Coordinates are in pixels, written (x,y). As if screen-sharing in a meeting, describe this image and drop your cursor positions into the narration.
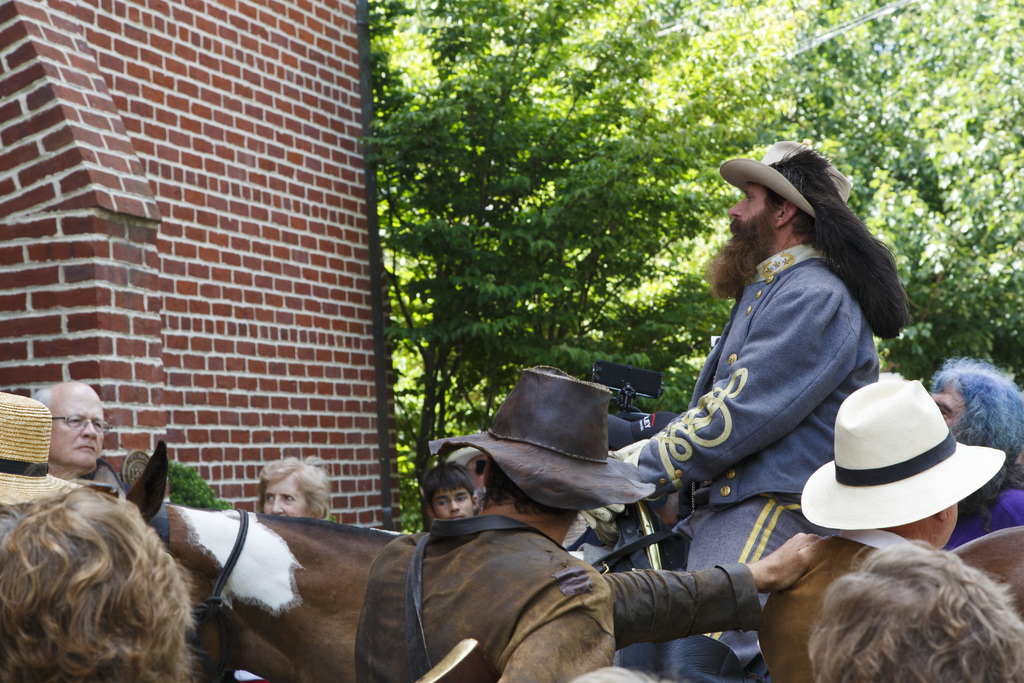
In this image I can see horse (212,541), people (11,528), trees (573,205), brick wall (341,5) and an object (639,373). Among these people (41,437) one person (783,516) is sitting on the horse (316,554) and few people (24,456) wore hats (901,467).
